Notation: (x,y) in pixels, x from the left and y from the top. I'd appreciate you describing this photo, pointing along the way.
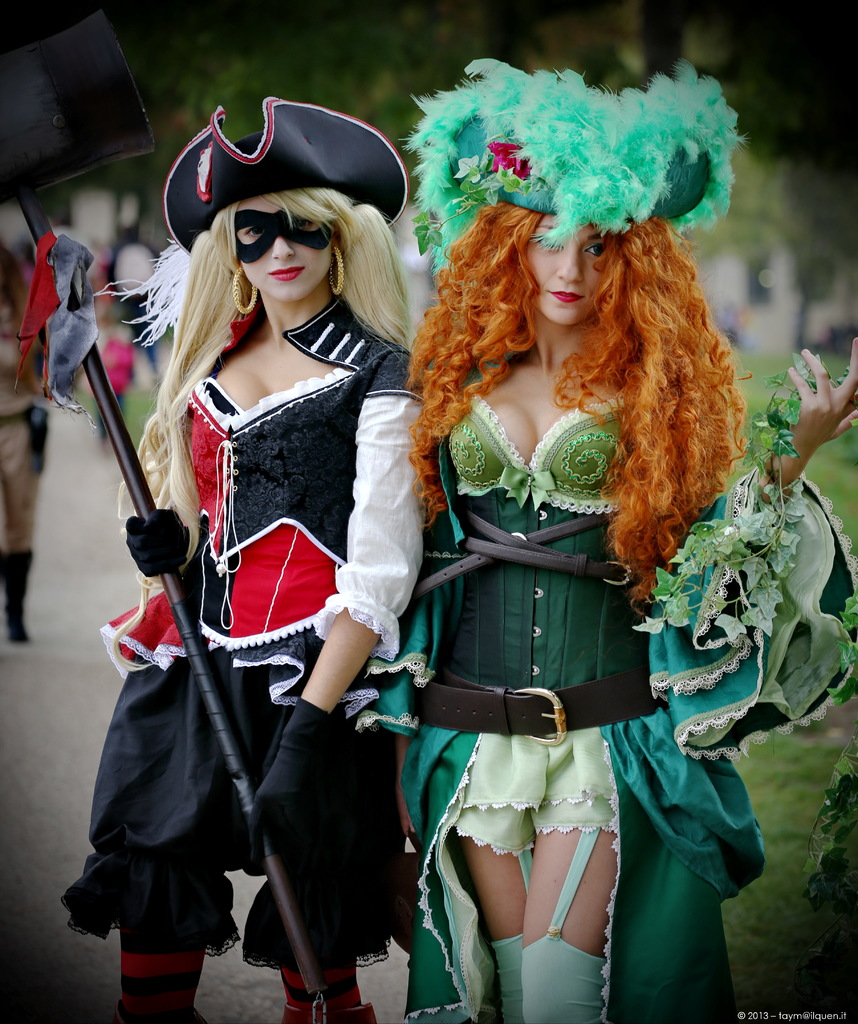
In this image I can see two people (425,551) with different color costumes (429,527). I can see one person (329,493) is wearing the black color hat (196,215) and holding the rod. In the back (5,427) I can see few more people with many trees (227,63).
